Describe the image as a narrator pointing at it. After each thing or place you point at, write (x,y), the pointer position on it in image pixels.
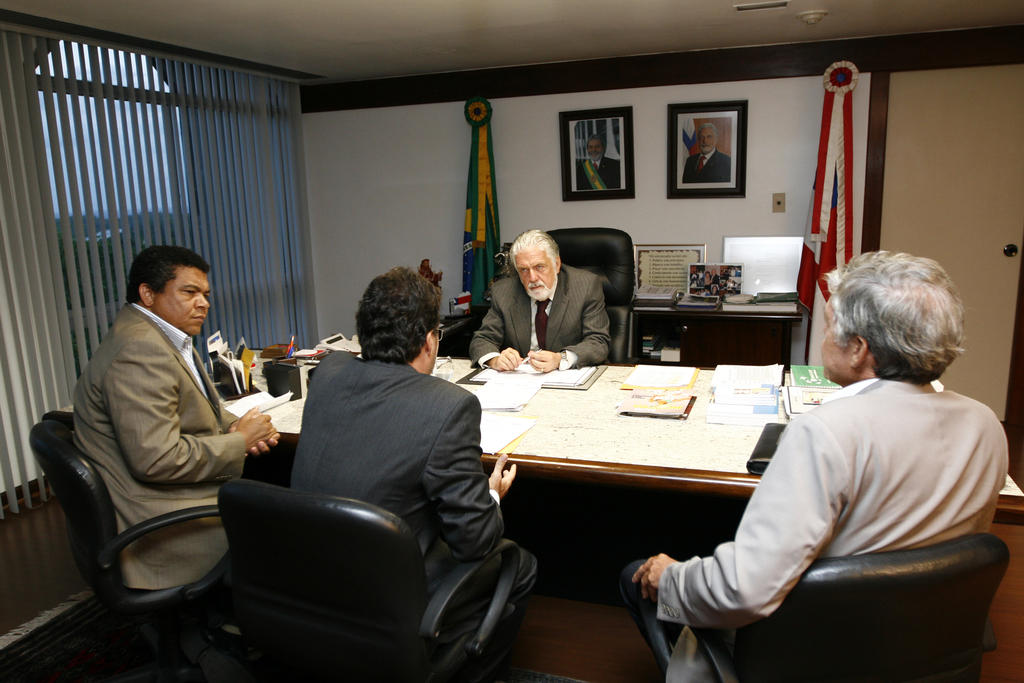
There are few people (373,390) sitting on the chair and talking. On the table (529,411) we can see books (667,410), papers (512,397). In the background (37,243) we can see window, frames (616,168) on the wall (512,105) and monitors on a table (730,322) and door (1009,112).
